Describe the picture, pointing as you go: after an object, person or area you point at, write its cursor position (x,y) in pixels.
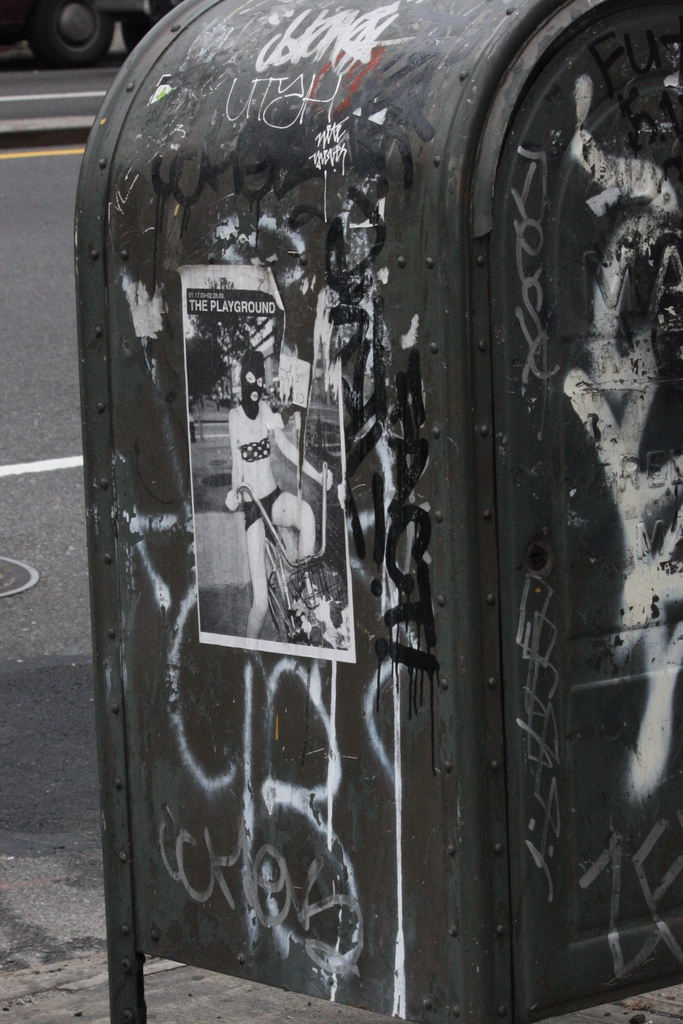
Here we can see a poster (280,591) and some texts (298,103) written on an object (334,747). In the background (84,36) there is a vehicle (73,45) on the road (55,787).
